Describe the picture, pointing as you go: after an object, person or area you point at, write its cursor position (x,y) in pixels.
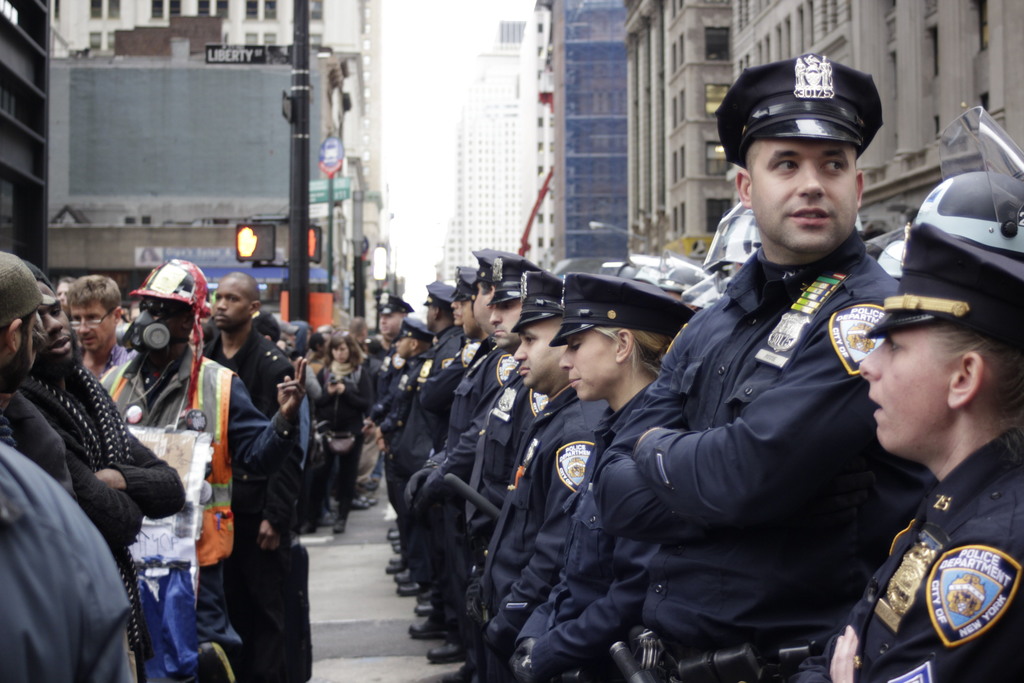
In this image we can see few persons (433,397) are standing on the road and among them few persons (165,403) are having caps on their heads (523,368). In the background (364,279) there are buildings (185,155), boards (320,185) on the poles (297,256), traffic signal pole (294,231), buildings (317,222), windows (11,97), objects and the sky (404,220).
